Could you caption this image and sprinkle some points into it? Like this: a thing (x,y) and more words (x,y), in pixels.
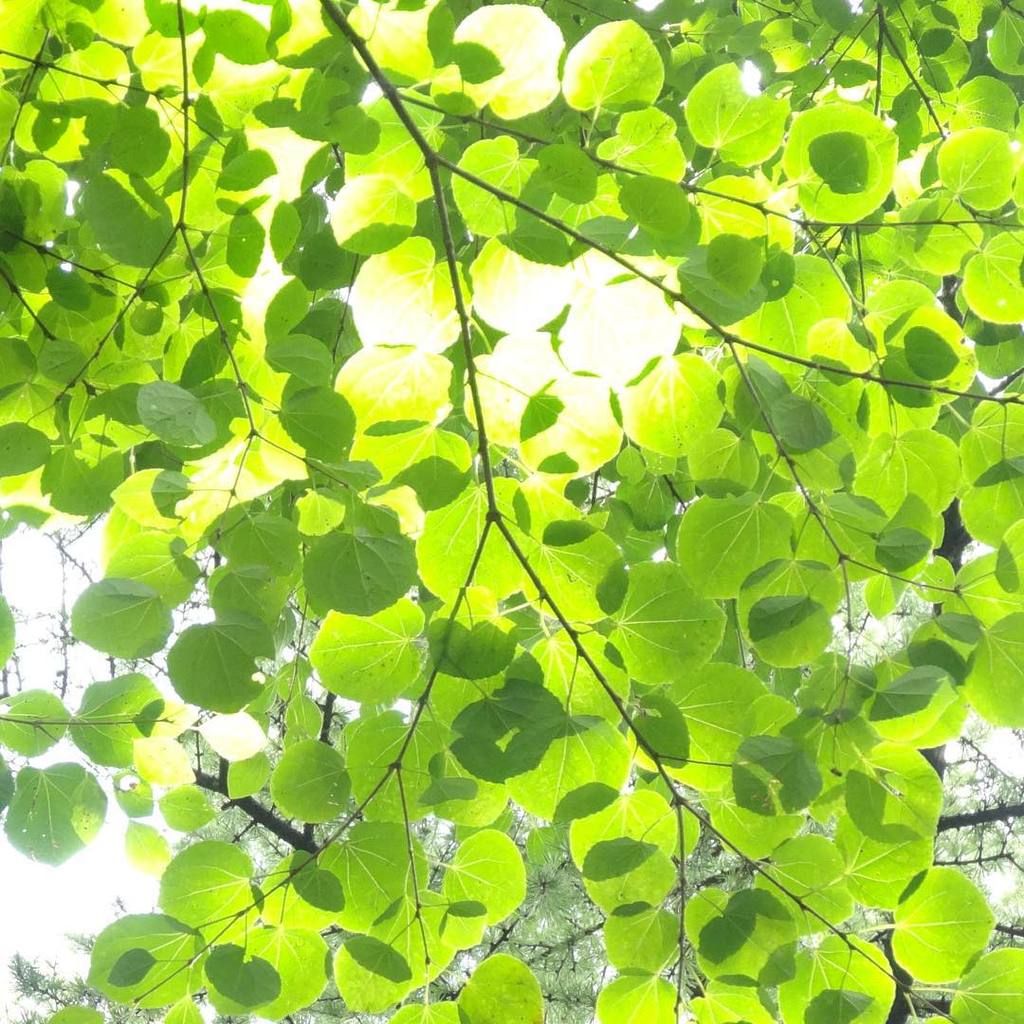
In this image, we can see trees (747,426) and leaves (543,261).
